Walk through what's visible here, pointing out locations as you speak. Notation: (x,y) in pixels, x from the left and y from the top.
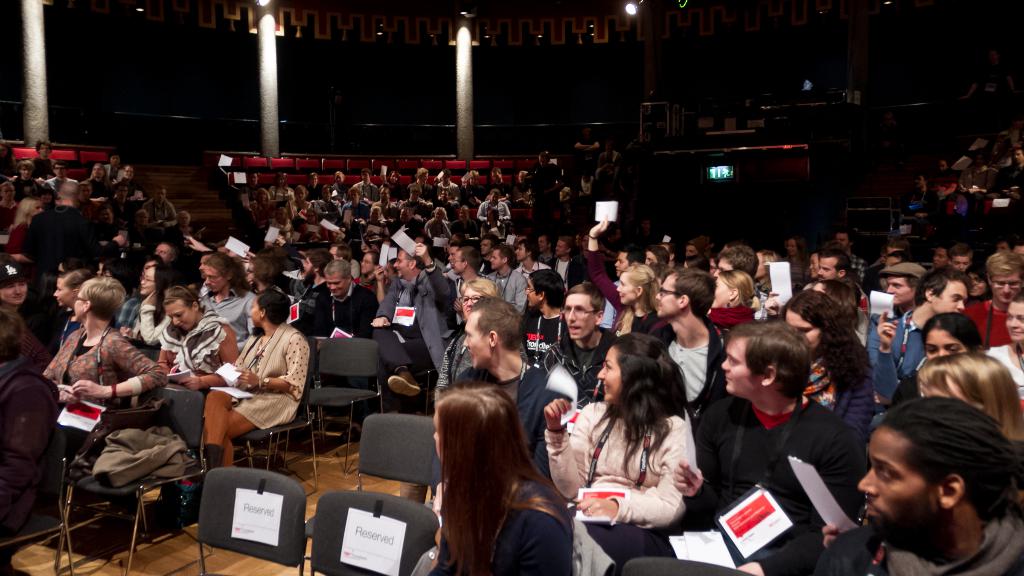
In this image there are group of people (226,397) sitting in chairs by holding a papers (239,240) in their hand (195,387) by wearing a ID card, at the back ground (139,11) there are pillars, lights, speakers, chairs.
